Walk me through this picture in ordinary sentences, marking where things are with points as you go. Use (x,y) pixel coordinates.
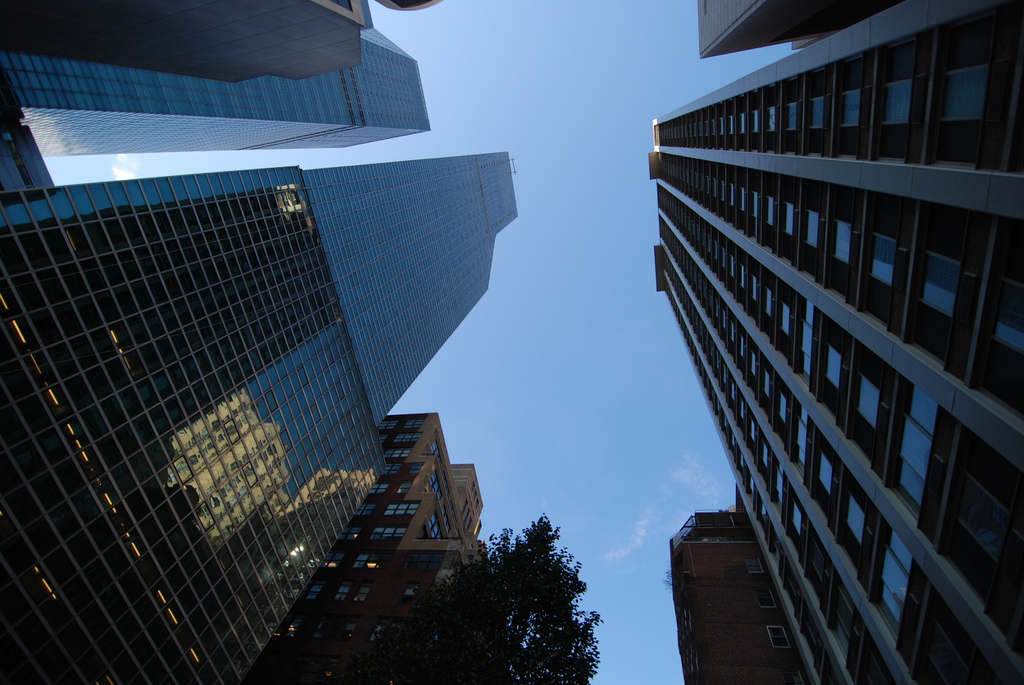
In the picture we can see some tower buildings (826,486) with many floors (942,275) and glasses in it and beside it, we can see a tree (461,659) and on the top of it we can see a sky (569,330) with clouds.
